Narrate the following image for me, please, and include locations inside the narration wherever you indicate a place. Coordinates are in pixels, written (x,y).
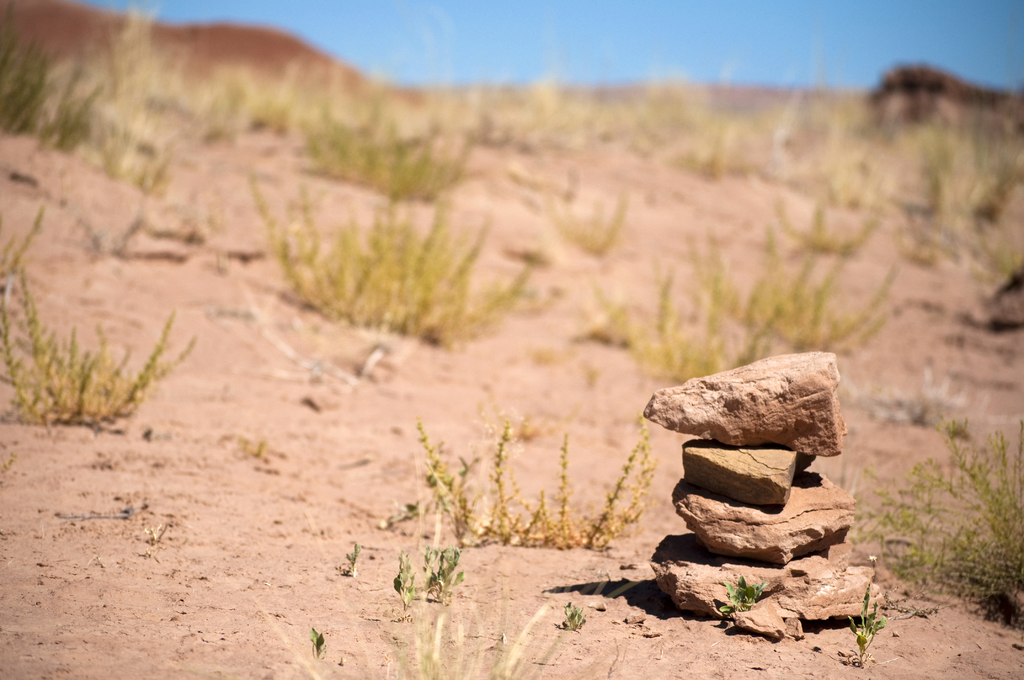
In this image we can see some stones (807,491) placed one on the other on the ground (385,571). We can also see some plants (715,305) and the sky (589,60).
